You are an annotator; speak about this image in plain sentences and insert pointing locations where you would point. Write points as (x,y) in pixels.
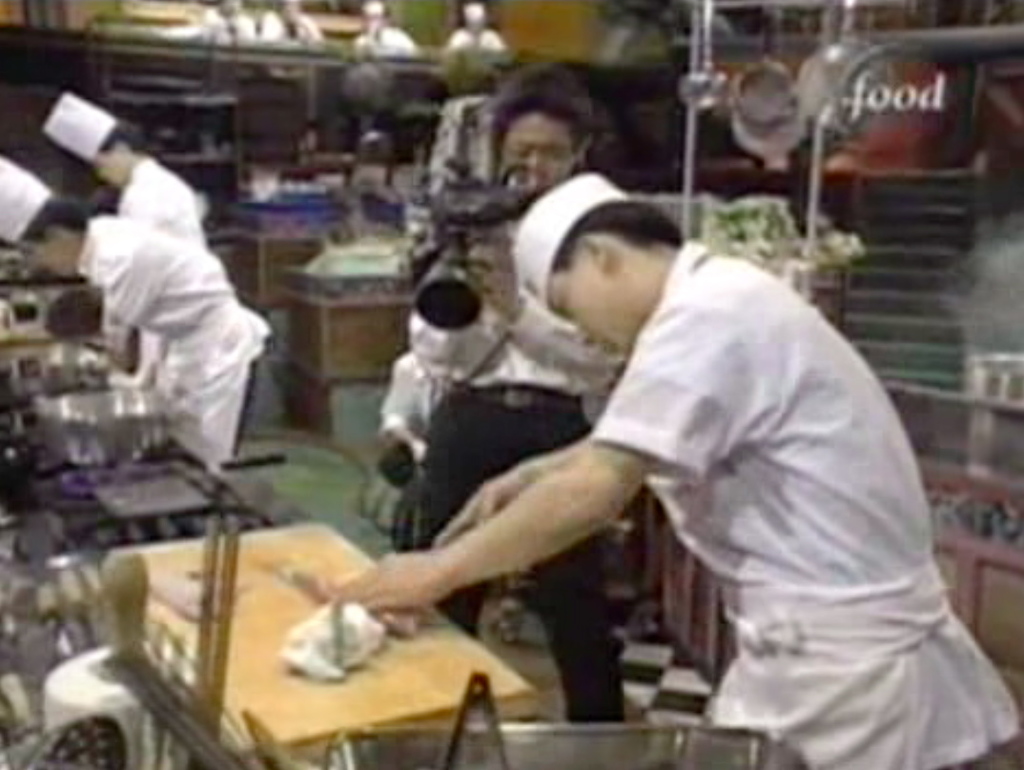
This is a kitchen (166,496) and people (395,585) are working in it and a person (526,352) is recording them.
